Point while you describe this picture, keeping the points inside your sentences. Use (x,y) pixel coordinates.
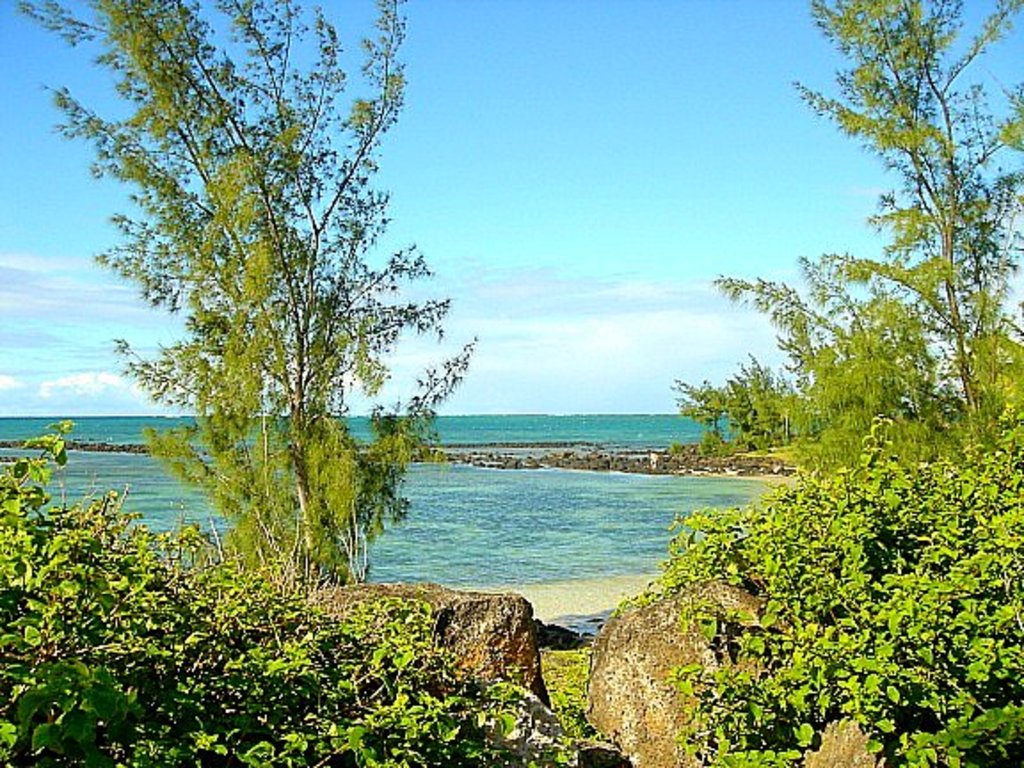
In the foreground of the picture (323,564) there are plants (899,551), trees (851,439) and rocks (658,647). In the middle of the picture (563,470) we can see water body (485,502), rock (610,462) and sand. In the background (549,190) it is sky (448,154).
